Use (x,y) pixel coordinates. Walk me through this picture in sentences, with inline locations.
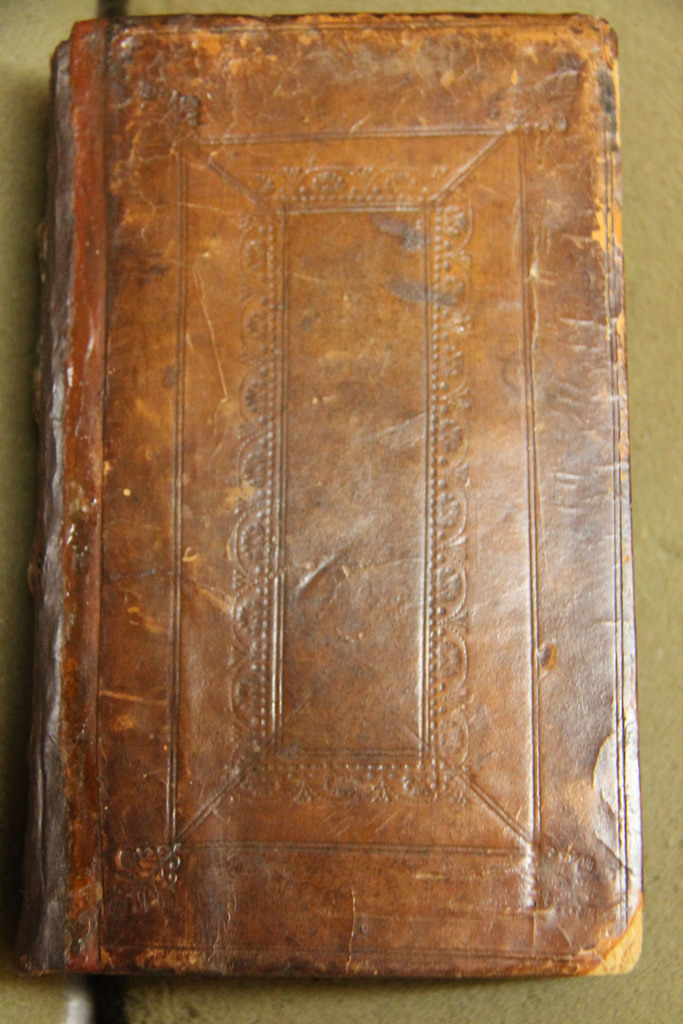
In the foreground of this picture (464,500), there is a book (372,539) on a green surface (434,1006).
